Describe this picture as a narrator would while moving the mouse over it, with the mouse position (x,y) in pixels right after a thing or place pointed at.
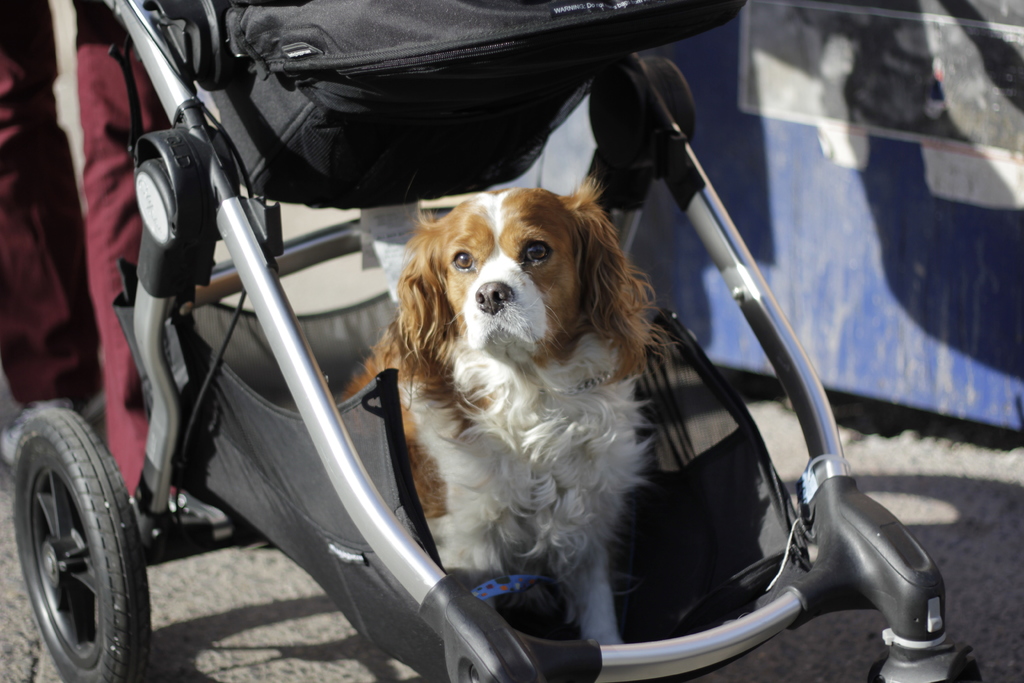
In this image, we can see a dog (555,344) in the baby stroller (346,507). There are person legs (107,263) on the left side of the image (20,296).
